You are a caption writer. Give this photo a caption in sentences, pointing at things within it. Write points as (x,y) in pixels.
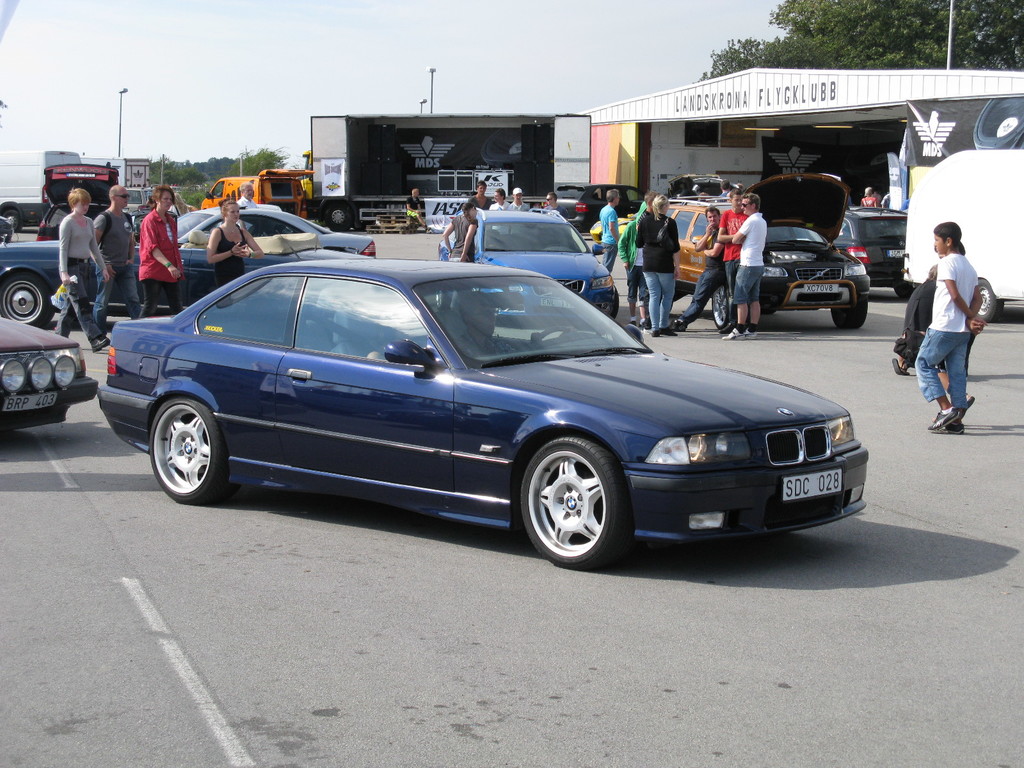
This is an outside view. Here I can see many cars (251,398) on the road (285,589). Along with the cars (834,308) there are few people (450,255). In the background (832,28) there are some buildings (770,108) and trees (759,53). At the top of the image (379,67) I can see the sky (250,70).
